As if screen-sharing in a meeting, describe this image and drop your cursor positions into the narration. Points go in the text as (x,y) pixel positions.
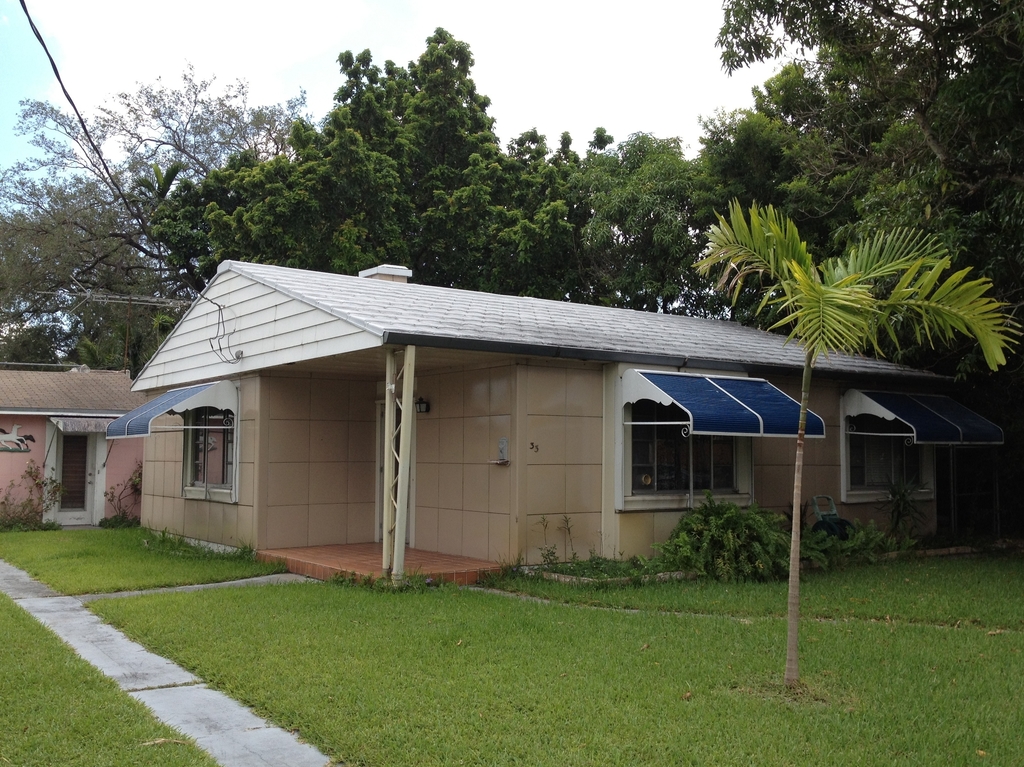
In this image I can see the grass (537,718). I can see the houses (188,422). In the background (329,268), I can see the trees (418,240) and the sky (188,46).
